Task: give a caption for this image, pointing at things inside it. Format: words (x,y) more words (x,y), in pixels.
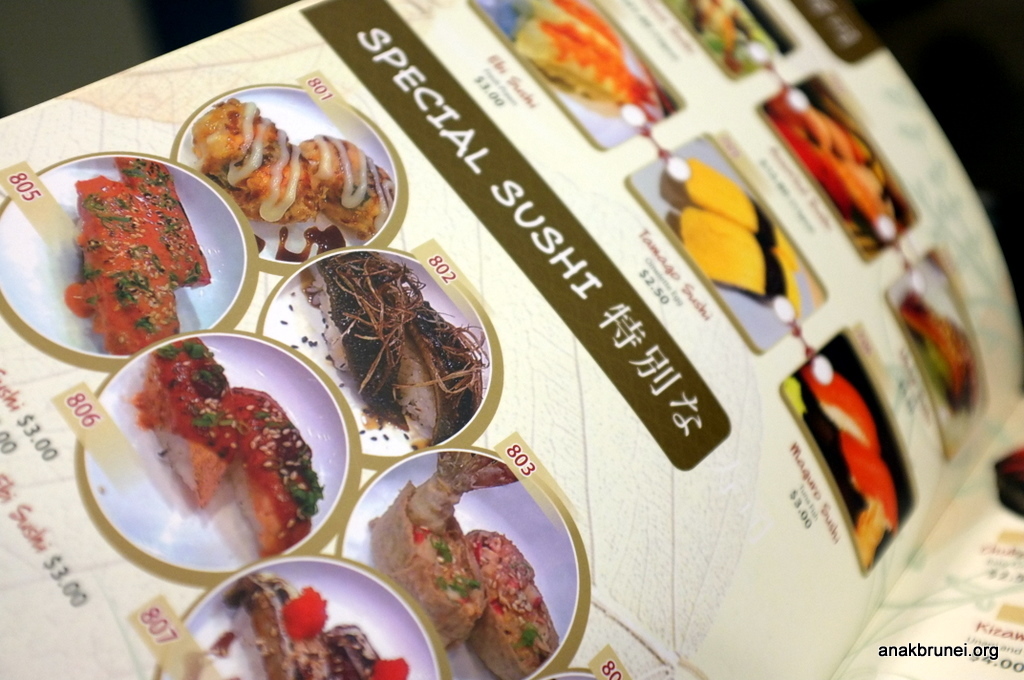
In this picture I can observe a page (557,312) of a book (726,514). There are different food items (281,189) in this menu book (212,381). The background (65,28) is dark. This book (562,408) is in cream color.
